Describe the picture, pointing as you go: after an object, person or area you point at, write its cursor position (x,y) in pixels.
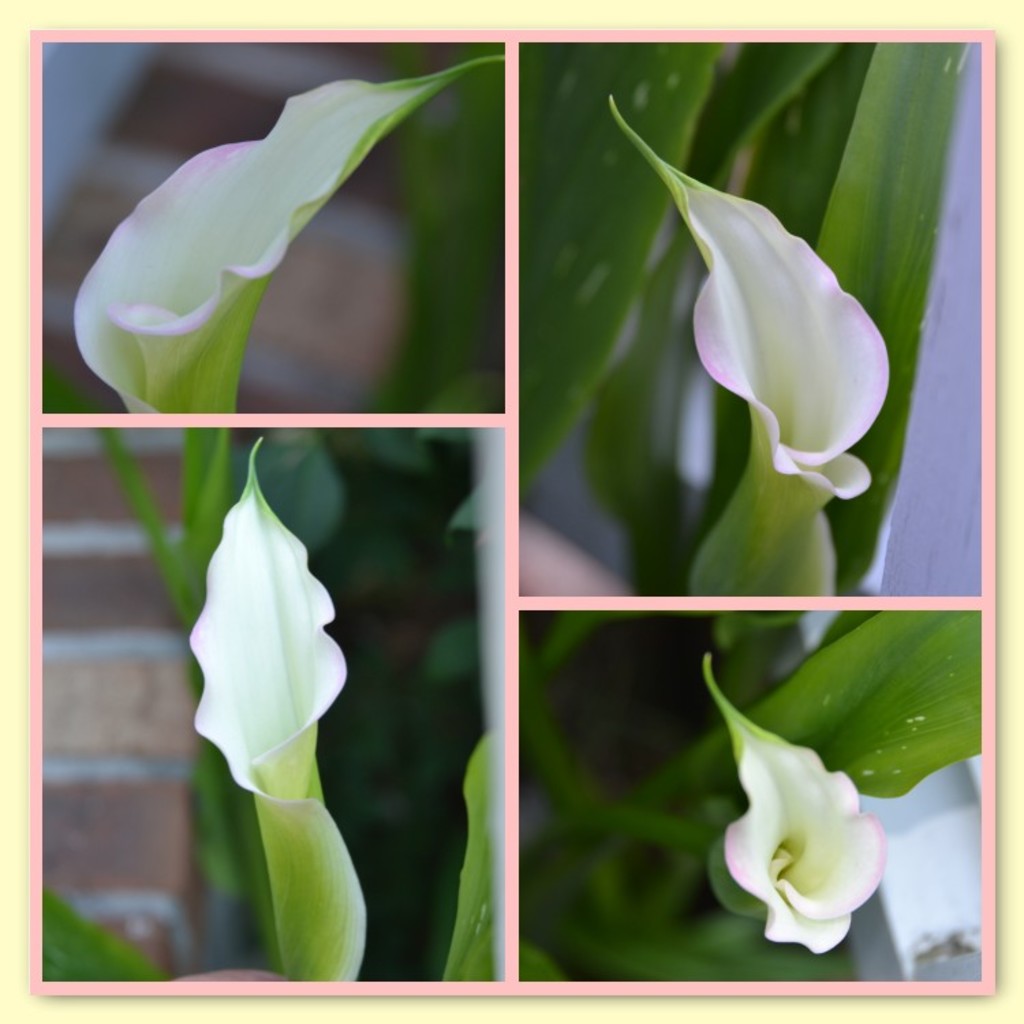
This picture is collage of four pictures. In all the pictures there is a flower (296,752) clicked in different angles.
